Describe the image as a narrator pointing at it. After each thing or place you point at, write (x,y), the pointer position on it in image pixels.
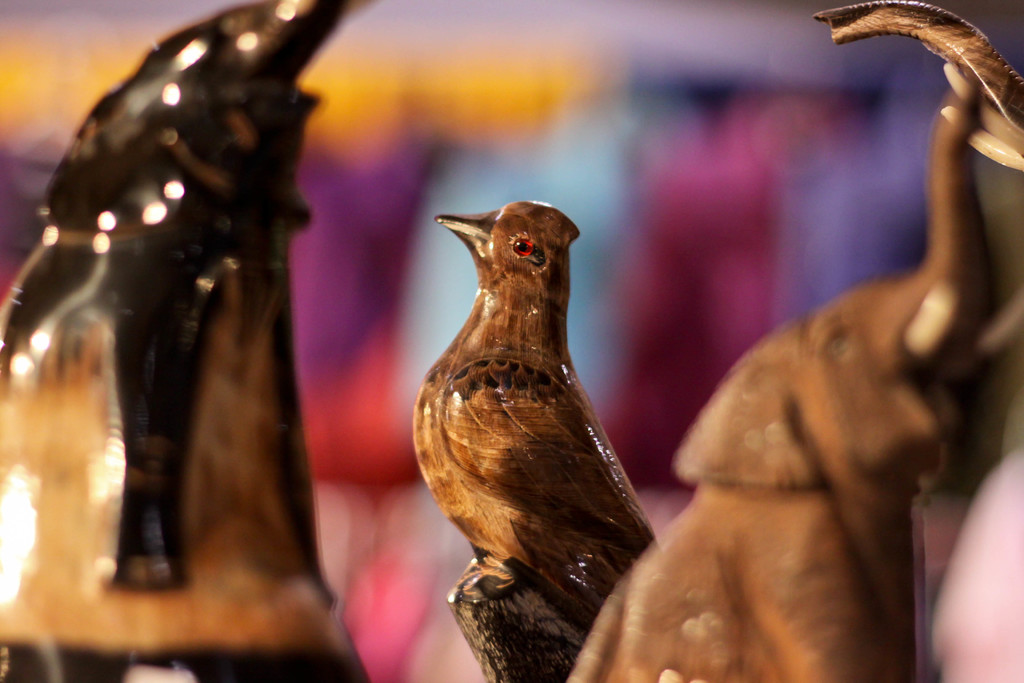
In the image we can see wooden toys (198,173) and the background (576,131) is blurred.
